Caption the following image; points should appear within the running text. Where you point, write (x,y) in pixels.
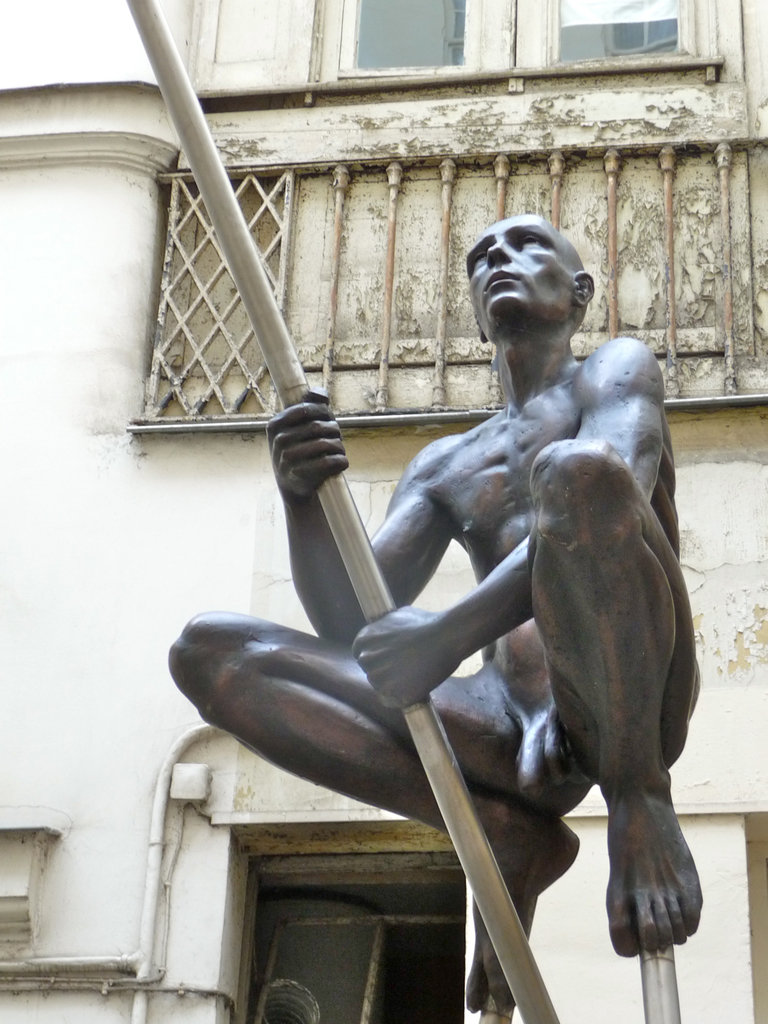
This is the statue (512,749) of a person (540,652) jumping and holding a pipe (503,943). I think this is the building (88,153) with windows (361,46). This is the pipe (138,1013), which is attached to the wall (116,973).
